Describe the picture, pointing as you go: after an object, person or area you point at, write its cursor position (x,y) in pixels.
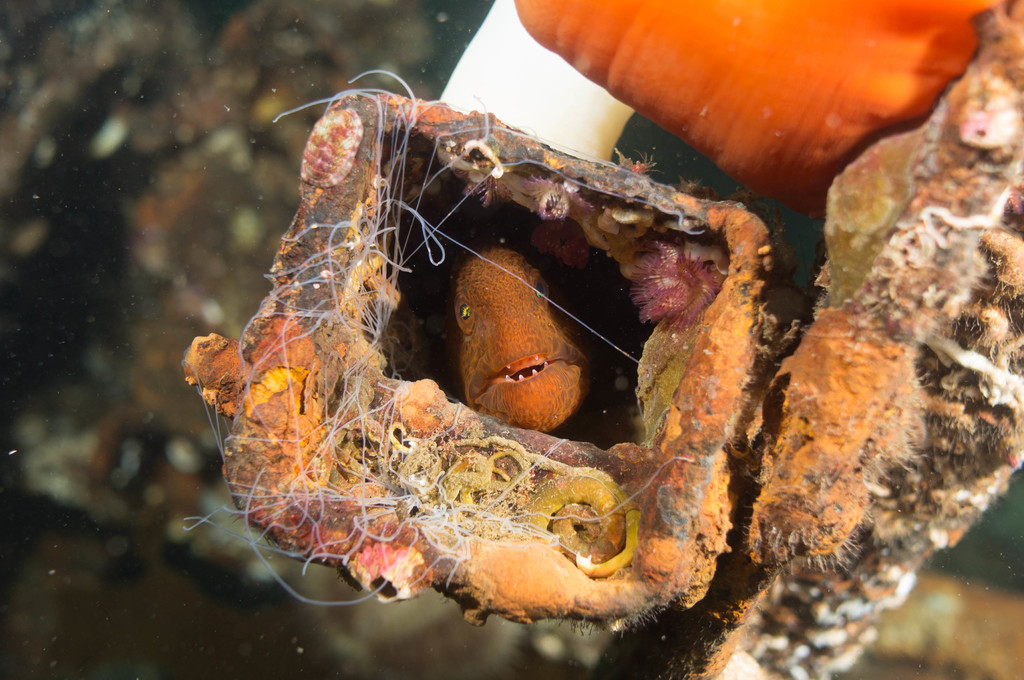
In this image there is a fish (482,353) in the water (66,351) and there are objects (568,96) which are visible, which is orange and white in colour.
